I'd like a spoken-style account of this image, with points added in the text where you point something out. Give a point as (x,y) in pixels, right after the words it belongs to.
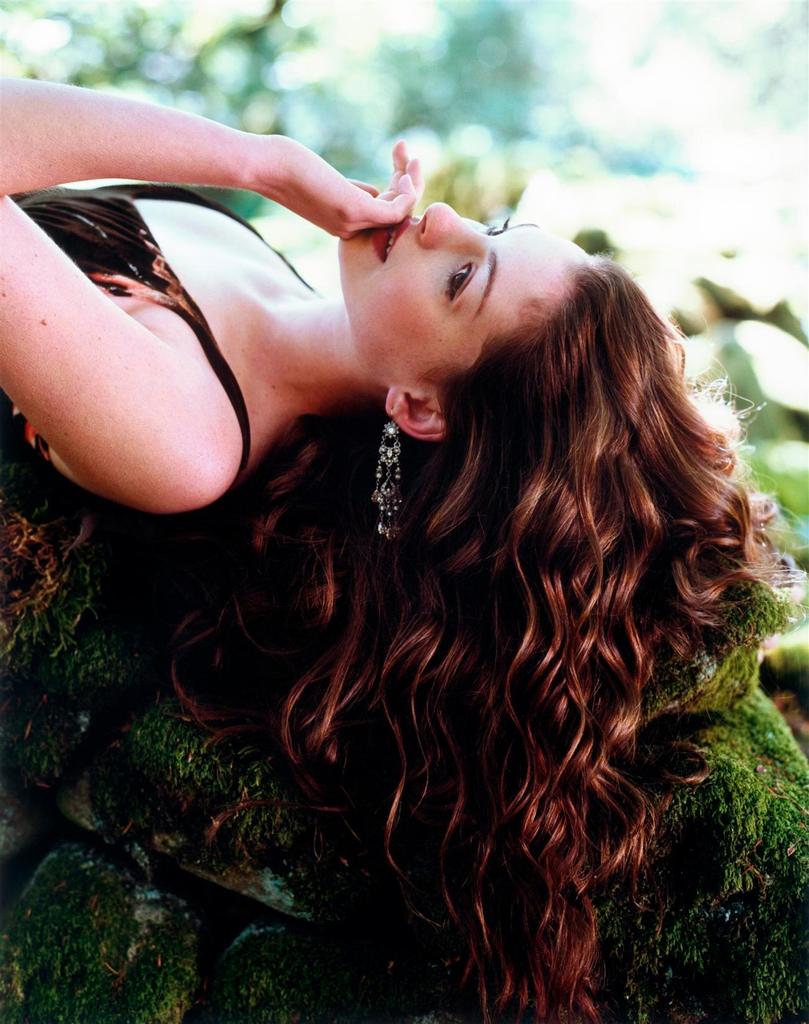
There is a lady (150,371) lying on the rocks (383,854). On the rocks (237,858) there is algae (721,867). In the background (576,228) it is blurred.
